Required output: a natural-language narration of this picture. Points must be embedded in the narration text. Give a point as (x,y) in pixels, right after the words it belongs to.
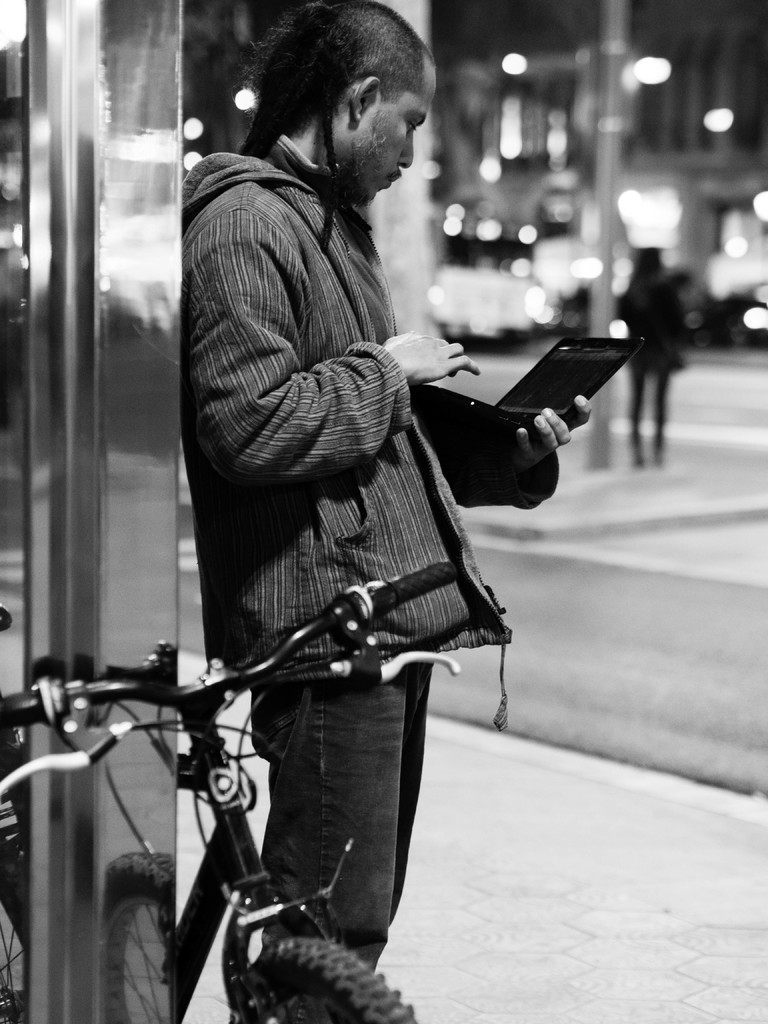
In this image I can see a bicycle (43,708) and here I can see a man (419,73) is standing. I can see he is wearing a jacket (302,205) and he is holding a laptop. I can also see this image is little bit blurry from background (569,32) and I can see this image is black and white in colour.
